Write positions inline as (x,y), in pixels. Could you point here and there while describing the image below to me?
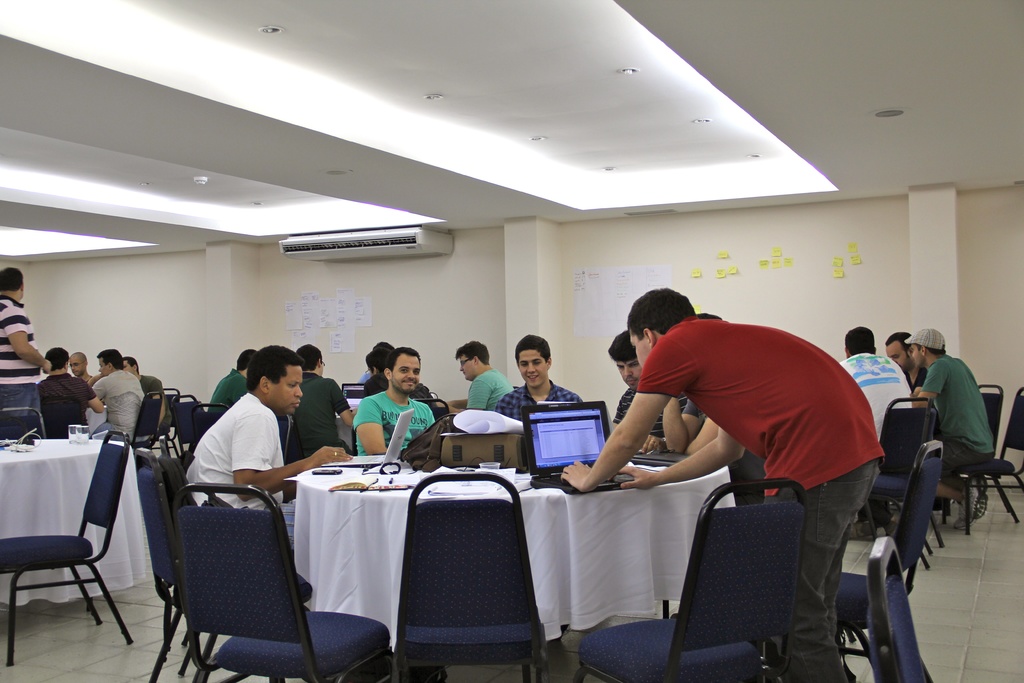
In this image I can see number of people (778,352), chairs (185,605) and tables (57,573). In the background (693,257) I can see sticky notes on this wall (812,241).
